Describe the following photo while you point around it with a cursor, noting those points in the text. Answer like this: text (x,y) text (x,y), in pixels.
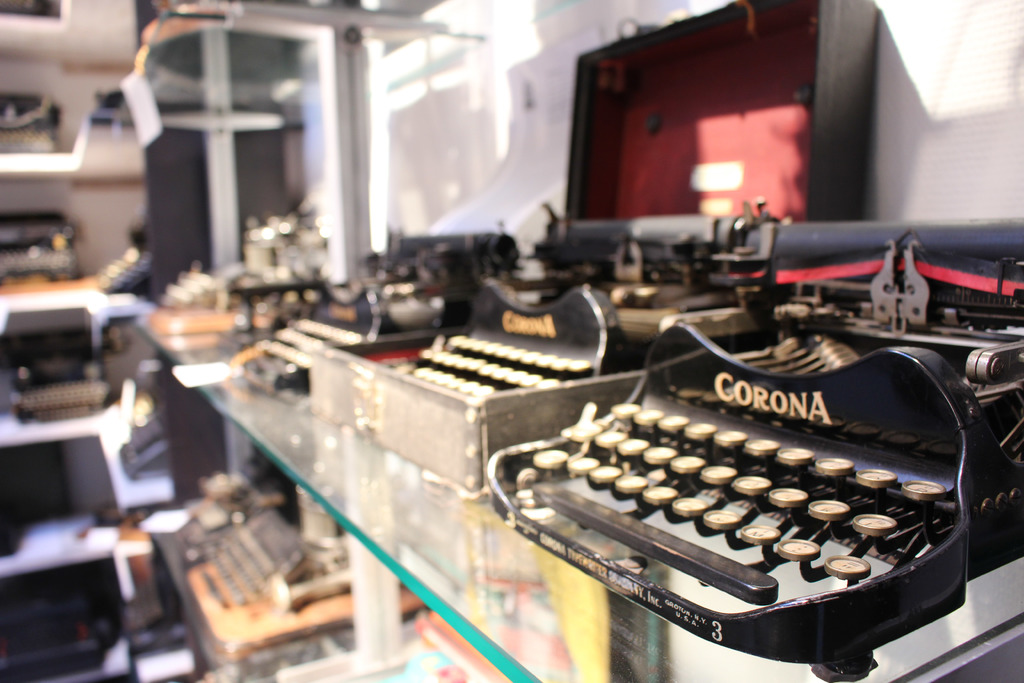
In this image there are a few typing machines (231,300) on the shelves (435,542) of a store (183,501).
